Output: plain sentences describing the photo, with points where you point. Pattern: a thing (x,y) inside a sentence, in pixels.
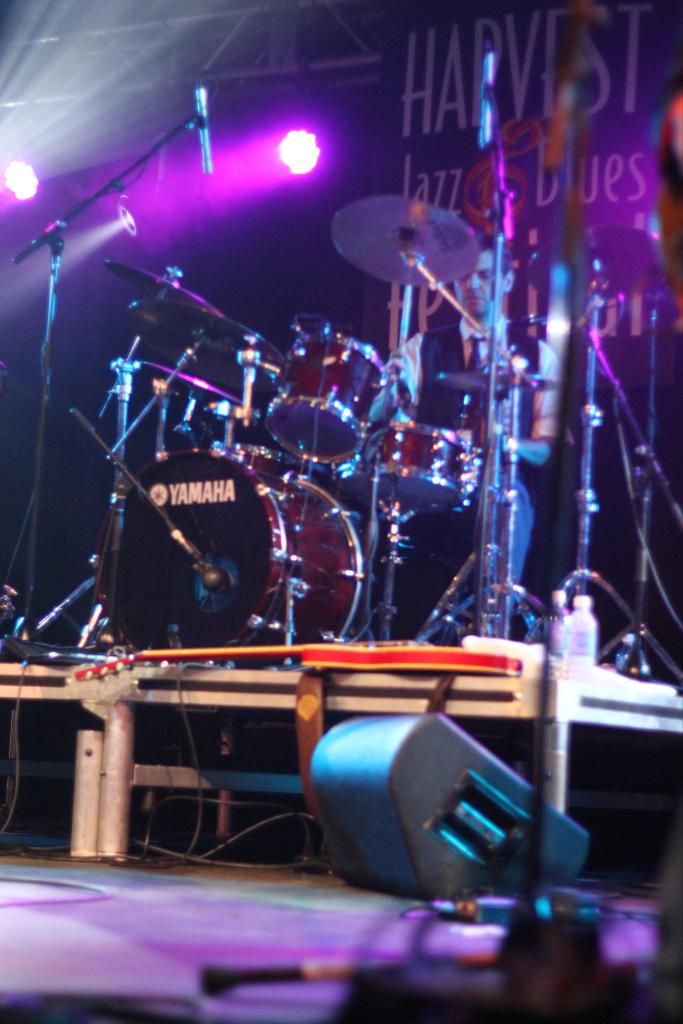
In this image there is a speaker (469,848) at bottom of this image (471,826) and there are some drums (405,471) are in middle of this image (435,417) and there is one person (459,414) is sitting at right side of this image (467,292) and there are some lights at top of this image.
